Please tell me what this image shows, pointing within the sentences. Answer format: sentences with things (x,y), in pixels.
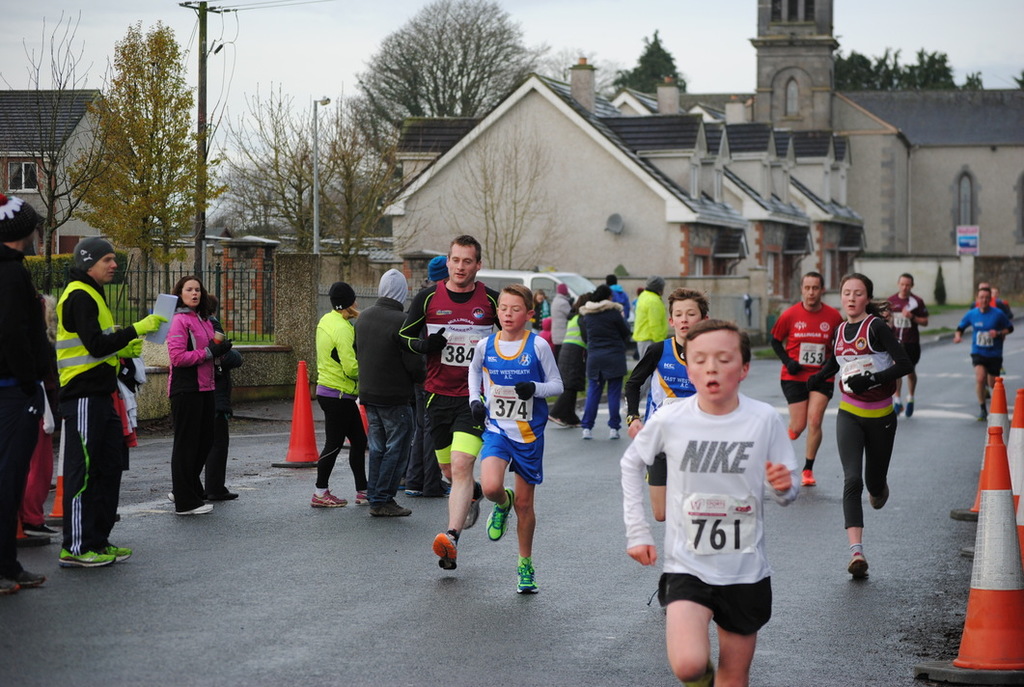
In this image we can see people (377,467) standing and running on the road (305,490), traffic cones (305,460), buildings (610,169), electric poles (206,41), electric cables (209,11), street poles (322,99), street lights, bushes (38,262), ground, trees (264,142) and sky (28,72).
